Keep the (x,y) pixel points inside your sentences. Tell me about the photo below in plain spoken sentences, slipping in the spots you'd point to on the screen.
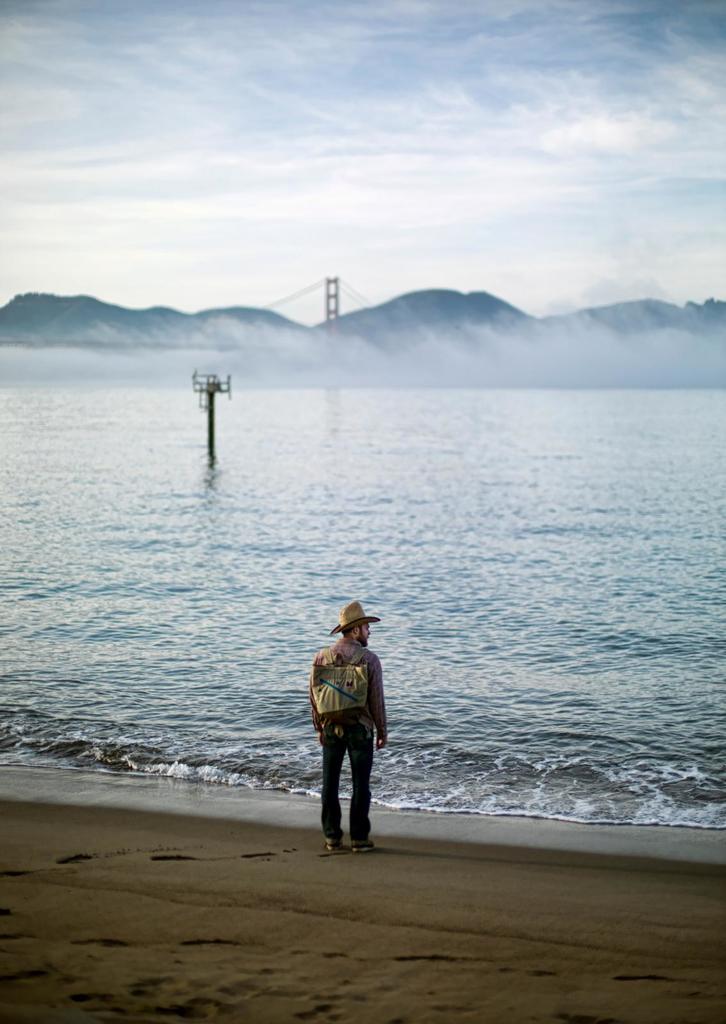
In this picture we can see a person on the ground (397,881) and in the background (559,545) we can see water (604,560), poles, mountains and the sky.
